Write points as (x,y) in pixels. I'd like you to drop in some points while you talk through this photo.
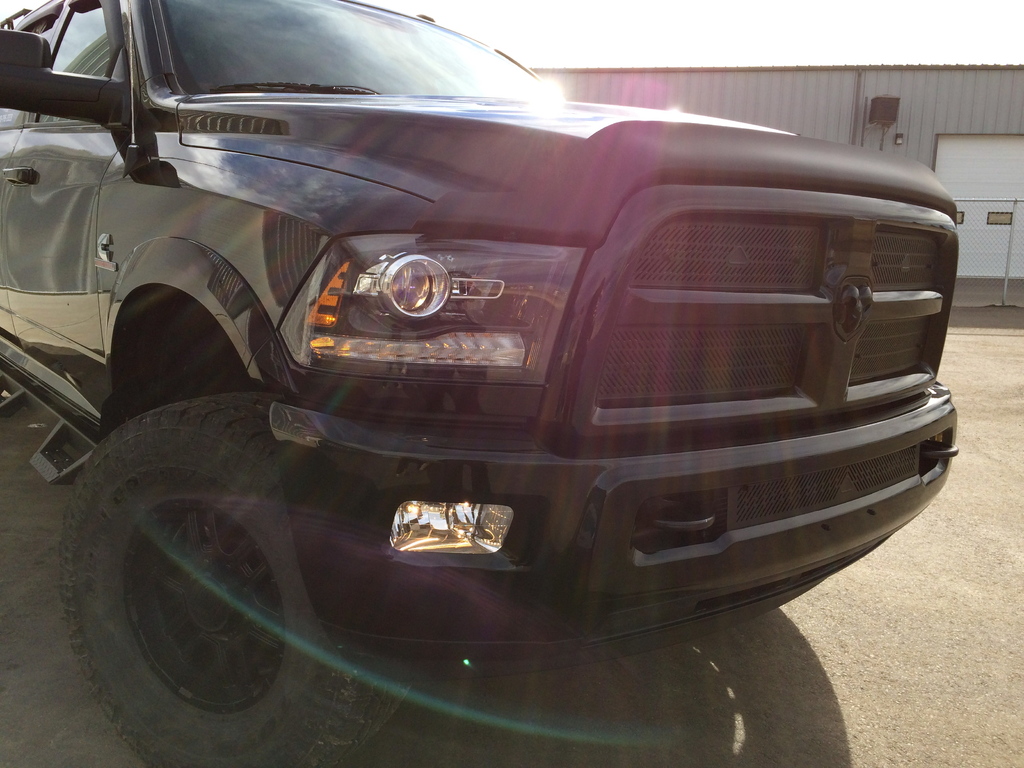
In this image we can see a car (219,701) parked here. In the background (801,89), we can see the house (847,104) and the fence (1013,301).
